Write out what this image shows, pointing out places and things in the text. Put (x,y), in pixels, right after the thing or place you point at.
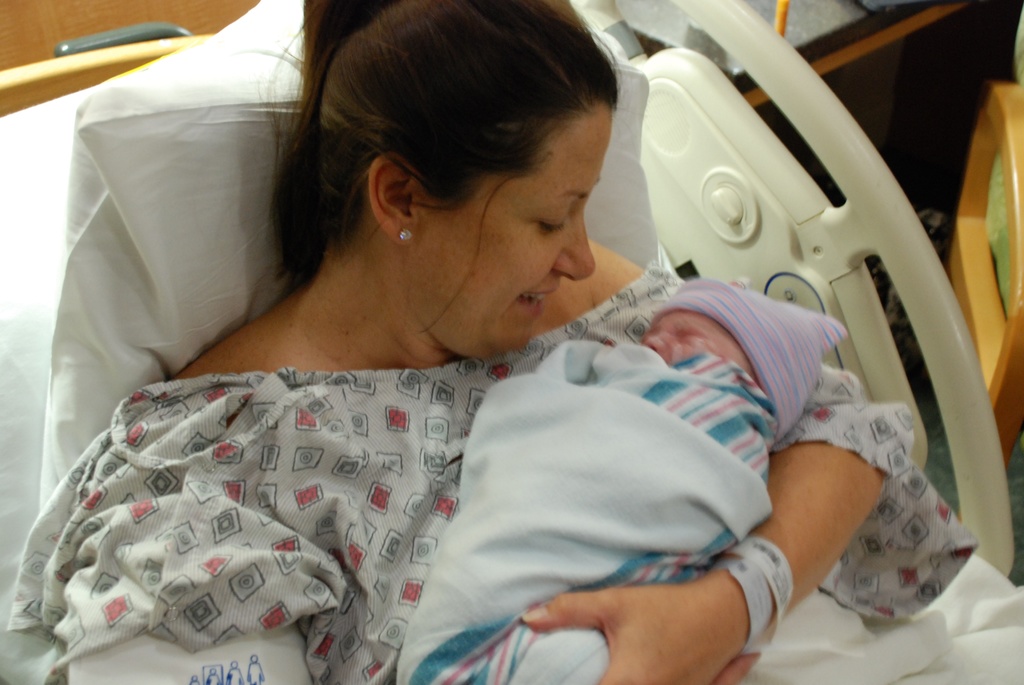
In this image there is one woman (380,457) holding a baby (575,453) as we can see in middle of this image (473,409) and there is a pillow (200,242) at left side of this image (134,261) and this is in white color. There are some objects (798,206) kept at right side of this image (875,192).
